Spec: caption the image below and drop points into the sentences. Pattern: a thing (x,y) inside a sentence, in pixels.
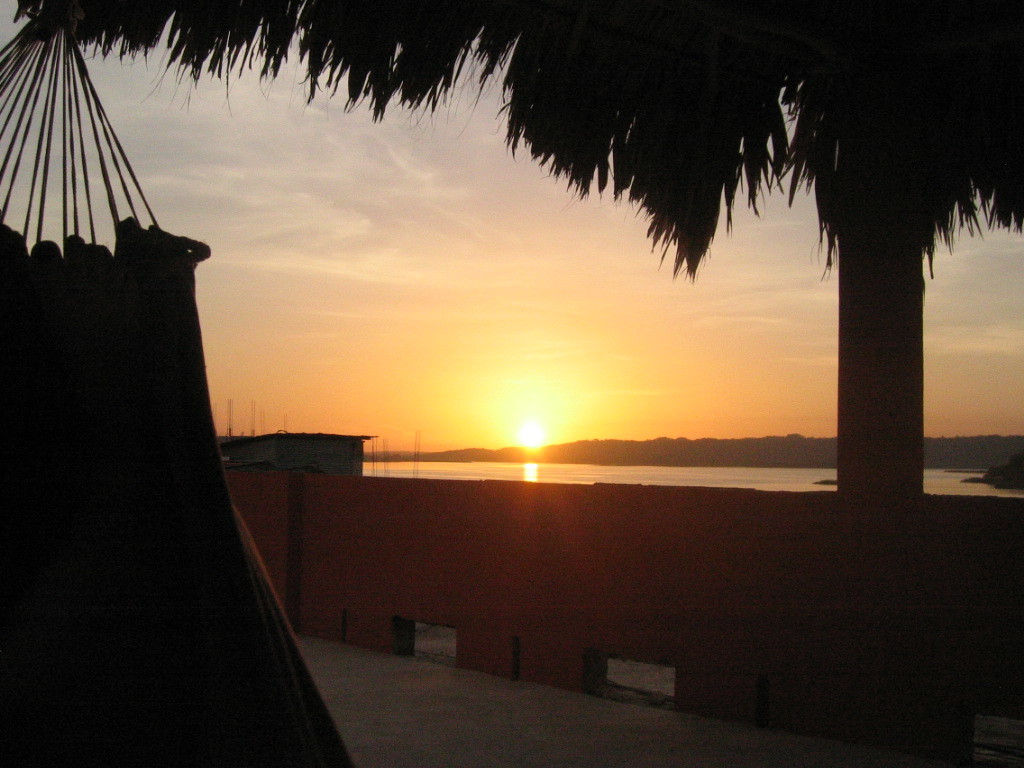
In this image we can see a roof (353,34), a hammock (135,601) hanged under the roof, there is a wall (697,574), a shed (285,443), water (690,469), mountains (742,456) and sun (531,444) in the sky (611,339).
